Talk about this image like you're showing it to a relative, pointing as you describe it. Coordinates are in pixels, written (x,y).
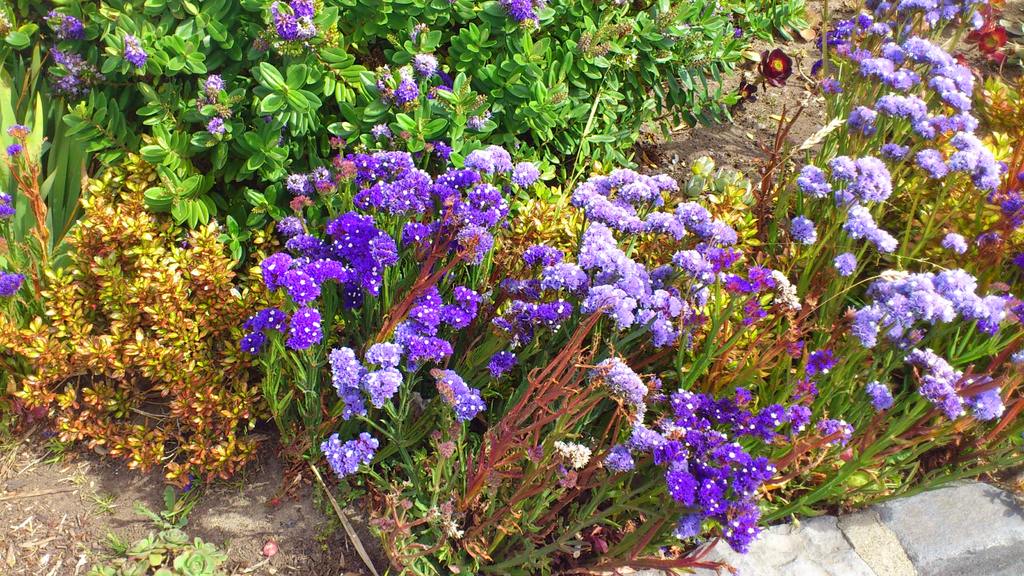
In this picture there are different types of plants (615,290) and there are different types flowers (846,35), which are in purple and maroon color. In the bottom right (848,535) there is a wall (901,531).
